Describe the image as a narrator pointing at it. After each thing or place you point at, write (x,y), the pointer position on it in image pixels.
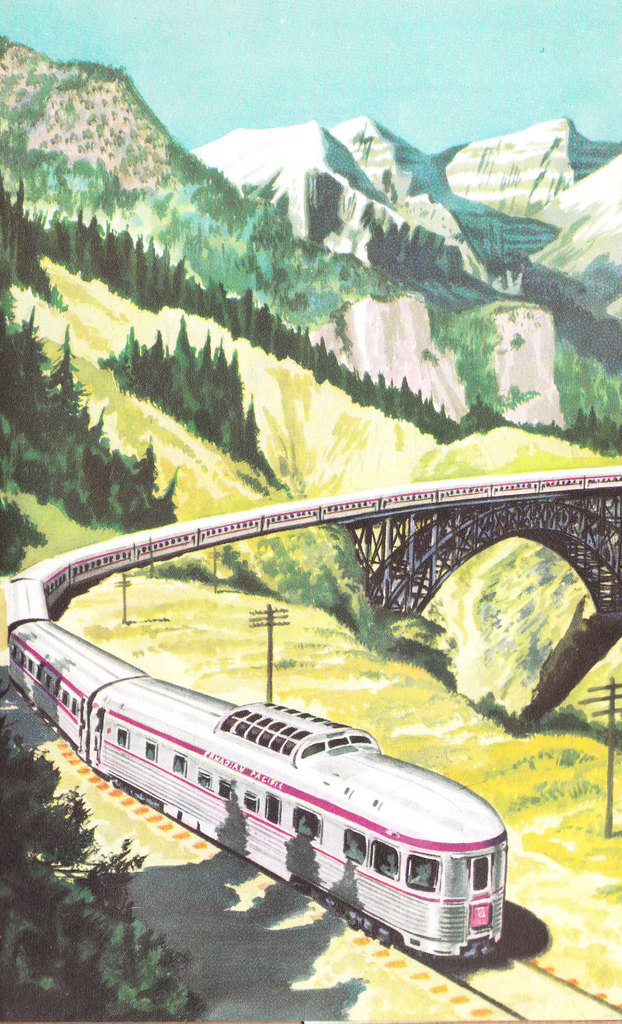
This is a painting in this image at the bottom (225,706) there is one train (306,773) and railway track (318,915), and also we could see some trees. In the background (430,339) there are some mountains (442,399) and trees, on the right side (452,525) there is a bridge (545,523). At the top (314,69) there is sky (314,69).
